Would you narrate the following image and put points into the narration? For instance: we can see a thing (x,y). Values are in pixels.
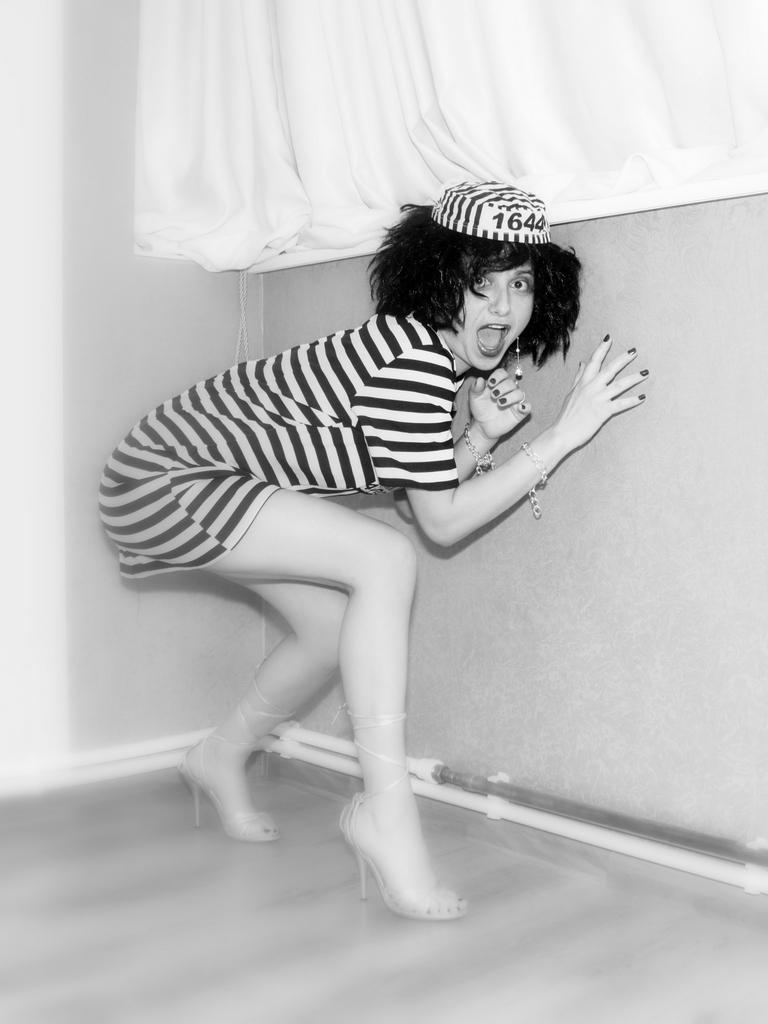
This picture seems to be clicked inside the room (54,877). In the center (330,412) we can see a woman (400,381) standing on the ground (199,829) and bending. In the background (212,21) we can see the curtain (632,91) and the wall (505,735) and some metal objects (580,812).
